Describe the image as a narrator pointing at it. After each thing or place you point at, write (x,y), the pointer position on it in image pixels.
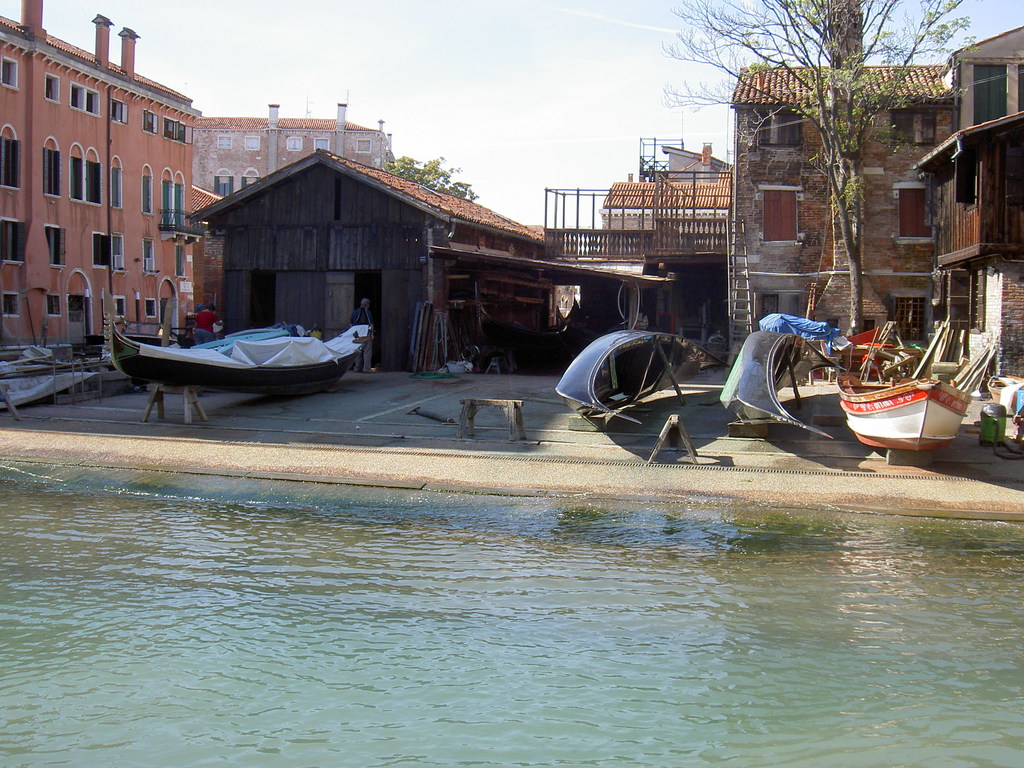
In front of the image there is water (514,569). There are boats (569,339), ladder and a few other objects (767,323) on the platform (435,437). There are people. In the background of the image (79,98) there are buildings (51,134), trees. At the top of the image (500,122) there is sky (525,102).
